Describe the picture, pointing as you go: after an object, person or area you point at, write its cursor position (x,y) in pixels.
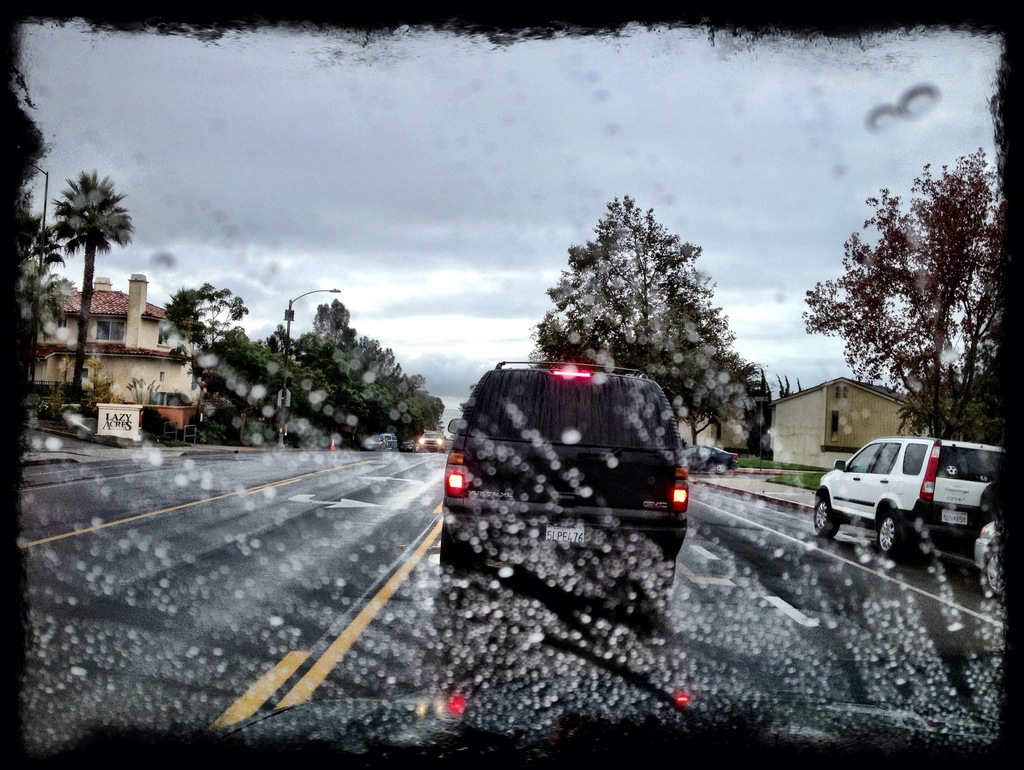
In this image we can see one glass (994,612) with water drops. Through the glass (110,97) we can see some houses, some vehicles (478,546) on the road (311,546), one safety pole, one board (140,422) with text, some objects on the ground (65,424), some trees (335,430), bushes (327,442), plants (327,442) and grass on the ground (69,440). At the top (328,111) there is the cloudy sky (358,193) and it looks like raining.
